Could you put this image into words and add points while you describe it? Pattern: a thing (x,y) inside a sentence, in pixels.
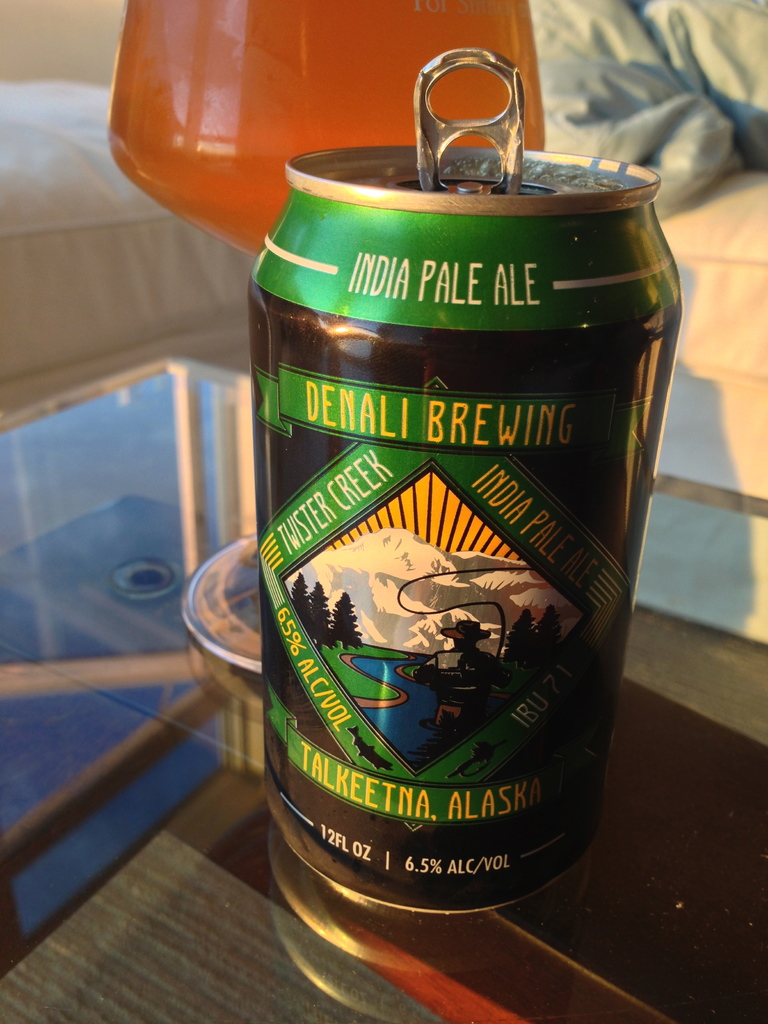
In this image we can see a tin (323,634) and a glass (196,626) with some liquid (247,88) on the table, in the background (62,174) it looks like the sofa (670,151).
